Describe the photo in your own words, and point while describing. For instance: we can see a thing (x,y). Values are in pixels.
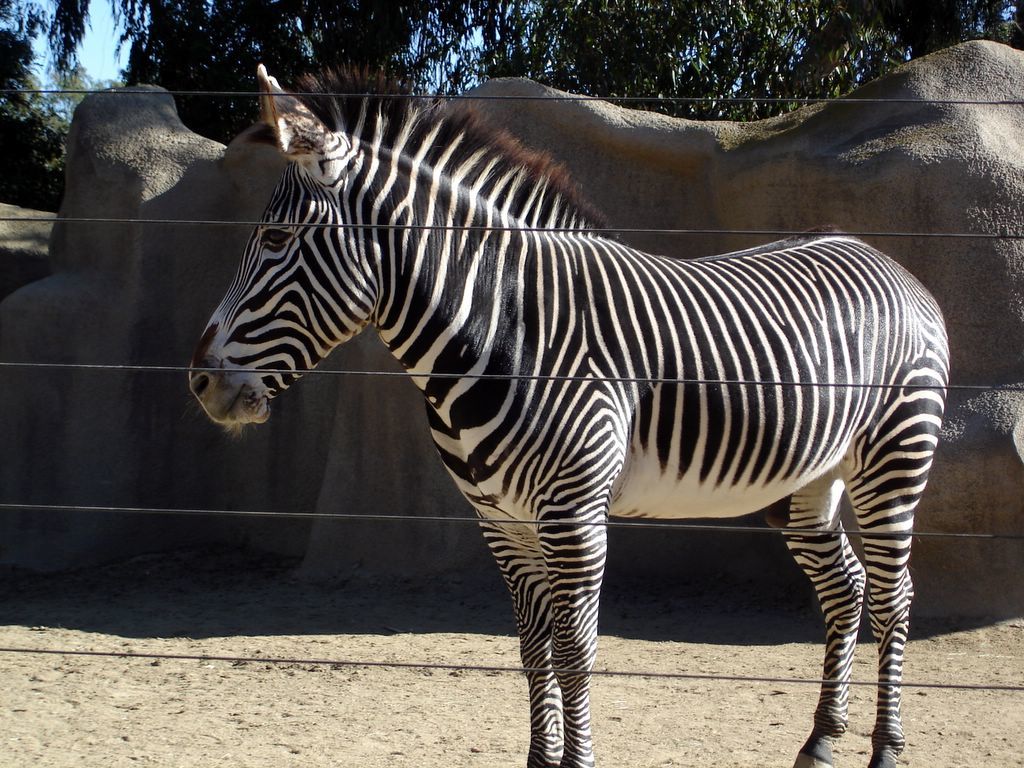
In the image we can see fencing (878,533). Behind the fencing (20,90) there is a zebra (468,180). Behind the zebra (356,156) there is rock (251,180) and there are some trees (15,152). At the bottom of the image (433,614) there is sand (86,644).
